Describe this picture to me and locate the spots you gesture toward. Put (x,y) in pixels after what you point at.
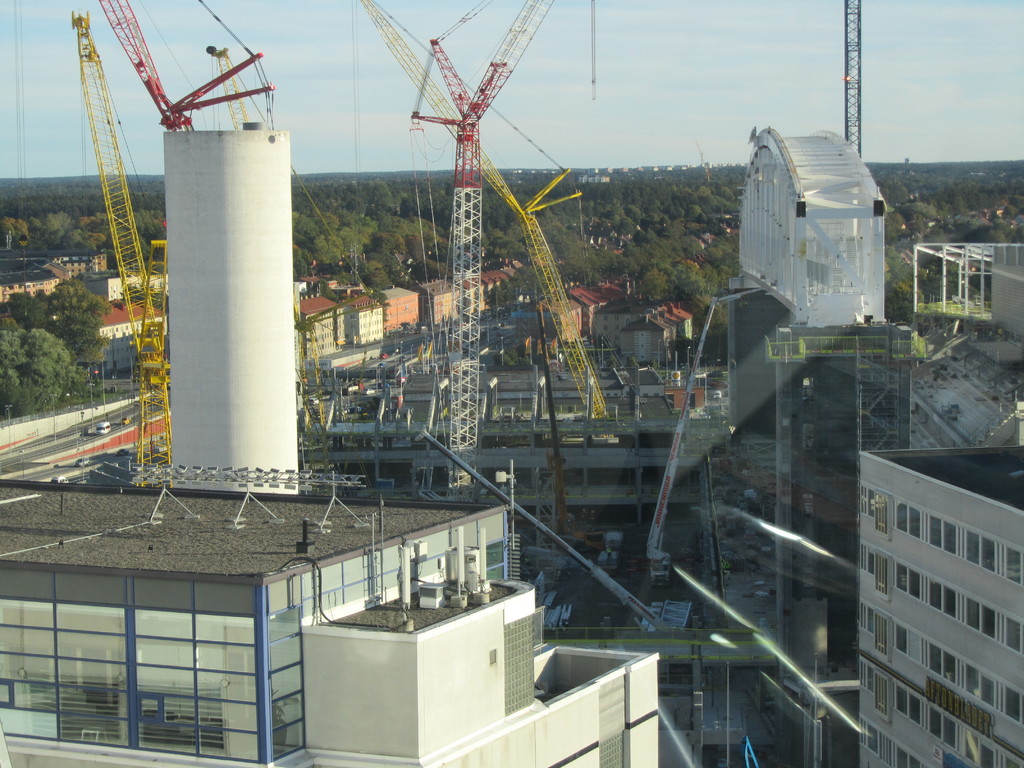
This is an outside view. Here I can see many buildings (409,626) and there are some cranes (473,314). On the left side (56,476) there are few vehicles (103,425) on the road (50,435). In the background (682,194) there are many trees (647,225). At the top of the image (730,57) I can see the sky (924,77).
